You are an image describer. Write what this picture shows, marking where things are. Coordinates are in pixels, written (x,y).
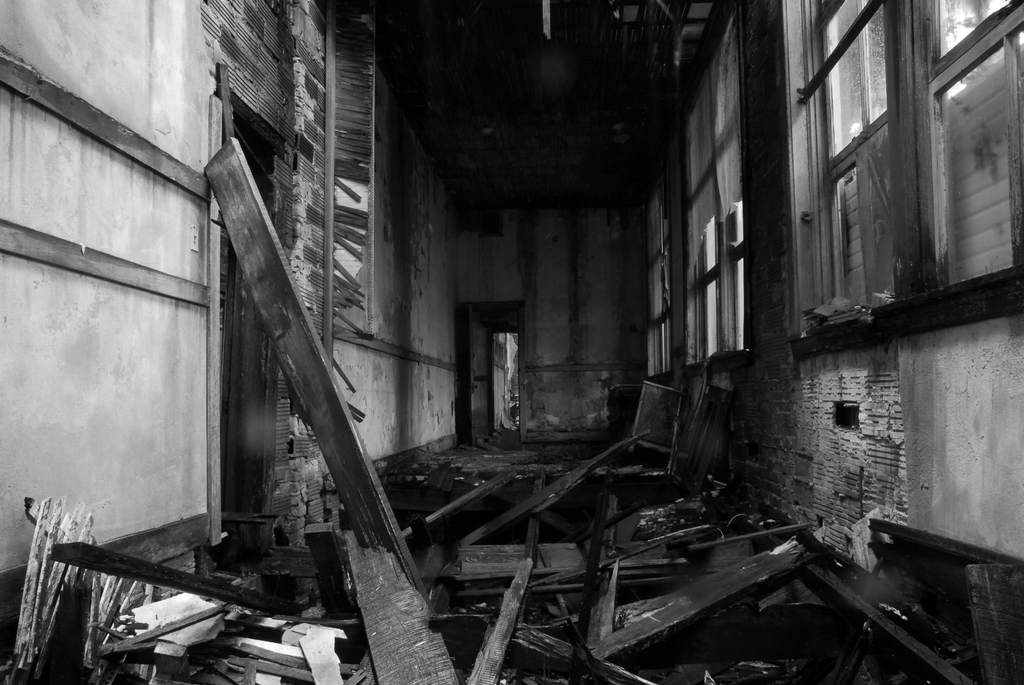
This is a black and white picture, where there are some wooden items (539,533) one upon the other on the floor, inside a house (739,408), and there are windows (696,360).
